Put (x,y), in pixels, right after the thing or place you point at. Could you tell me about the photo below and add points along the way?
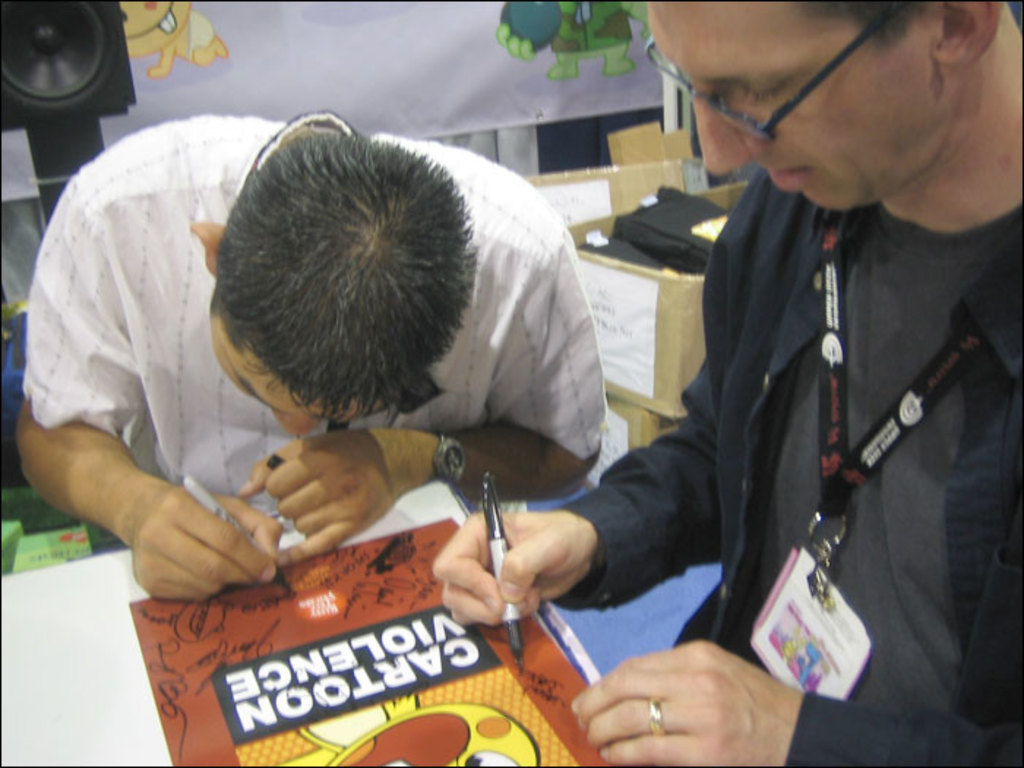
In this image we can see two people (534,424) holding pens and writing on the paper (329,674). In the background (437,85) there is a speaker (124,101) and a cloth (342,43). There are boxes (639,286).
